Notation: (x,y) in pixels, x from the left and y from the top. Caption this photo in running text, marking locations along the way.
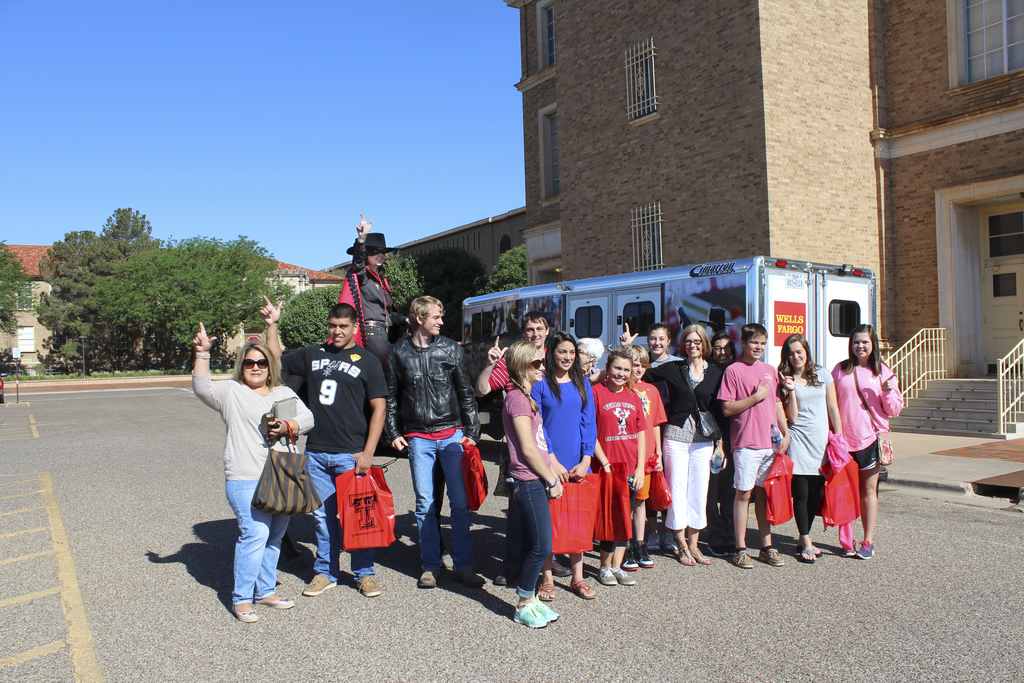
In the picture we can see a group of people (861,472) standing and smiling and holding some red color bags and behind them, we can see a building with some steps (971,382), railing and door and beside it we can see some plants (167,349) and in the background (438,207) we can see a sky (26,109).
